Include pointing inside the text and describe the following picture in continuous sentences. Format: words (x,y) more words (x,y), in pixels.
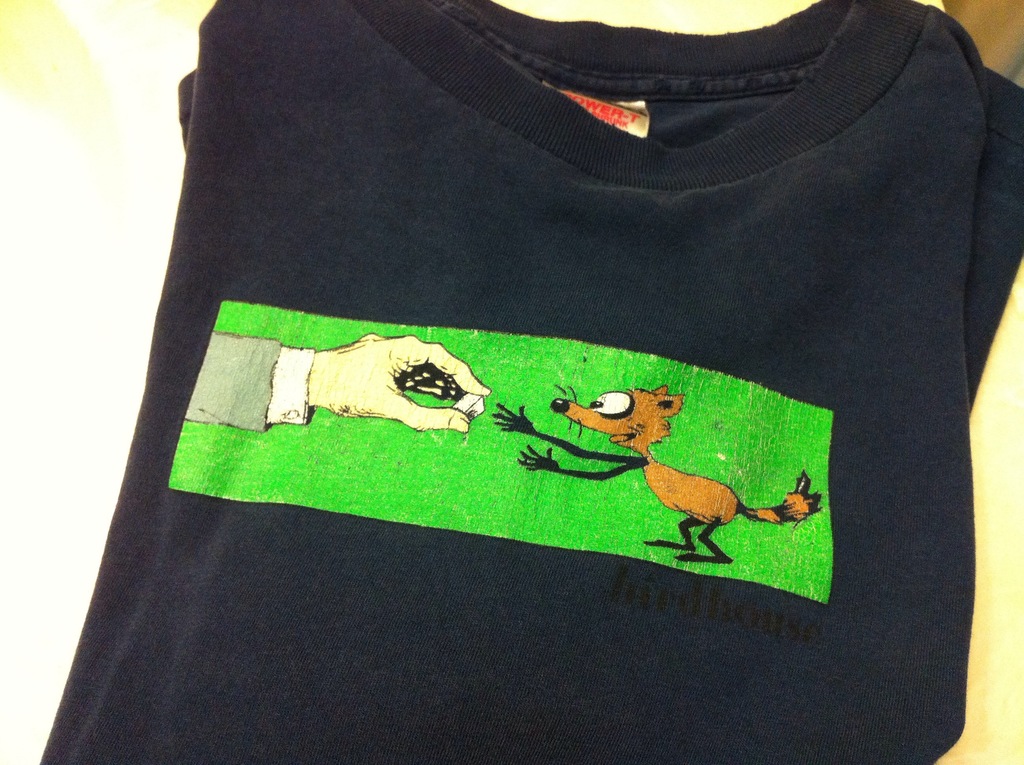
In this image we can see a T-shirt (573,463). There is some print (545,454) on the T-shirt (587,448).
